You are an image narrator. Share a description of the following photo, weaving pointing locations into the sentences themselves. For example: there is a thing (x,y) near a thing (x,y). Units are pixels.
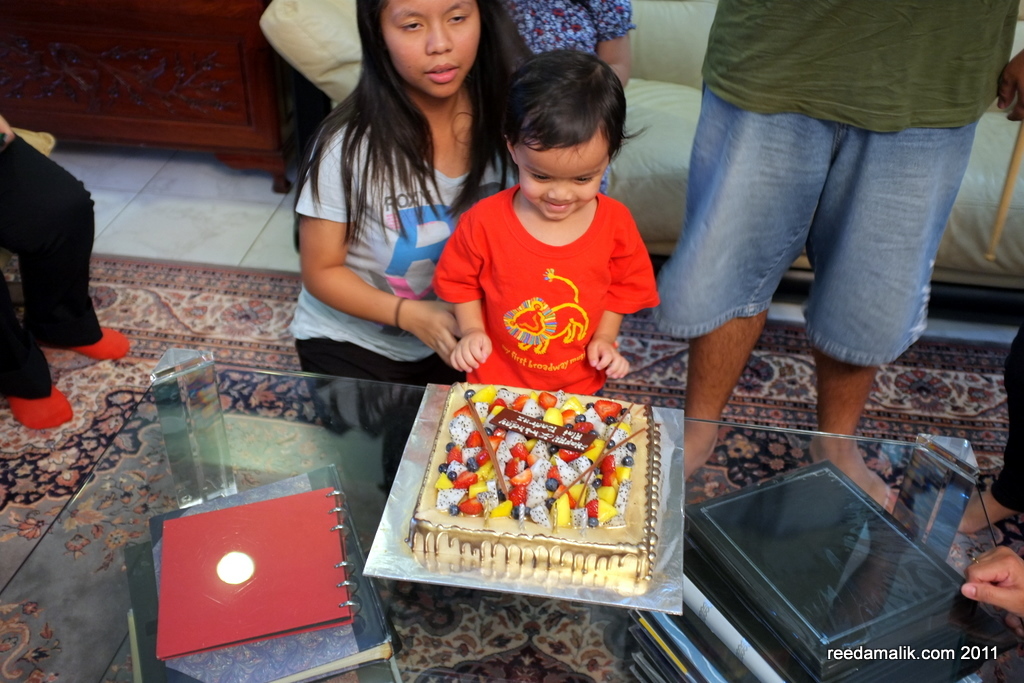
In this picture, we see the boy (590,268) is standing. Beside him, we see a woman (405,235). In front of them, we see a glass table (612,654) on which cake (513,510) and books (327,563) are placed. Under the table (460,634), we see the books (781,507). On the right side (725,219), we see a man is standing. Behind him, we see the woman (629,44) is sitting on the sofa (664,22). On the left side (54,185), we see a person (70,210). In the background (167,82), we see a brown table (135,54).
